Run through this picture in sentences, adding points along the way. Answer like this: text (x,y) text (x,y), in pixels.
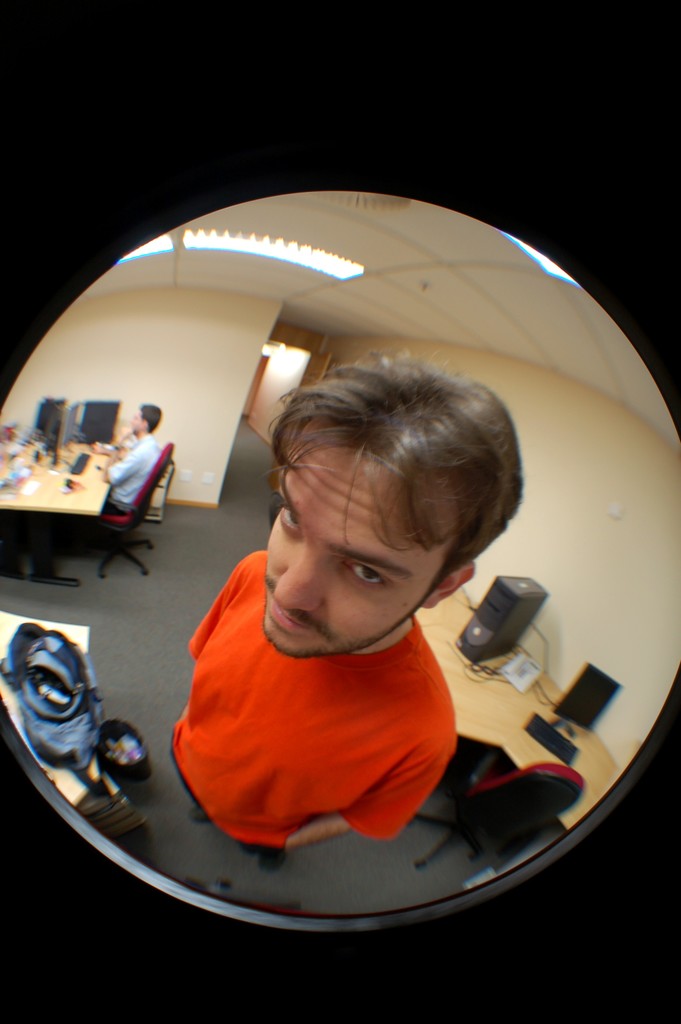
In this image I see 2 men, in which one of them is standing and another one is sitting, I can also see there are lot of tables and monitors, bags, CPU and few things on it. In the background (573,611) I see the wall (50,388) and the lights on the ceiling (497,249).
